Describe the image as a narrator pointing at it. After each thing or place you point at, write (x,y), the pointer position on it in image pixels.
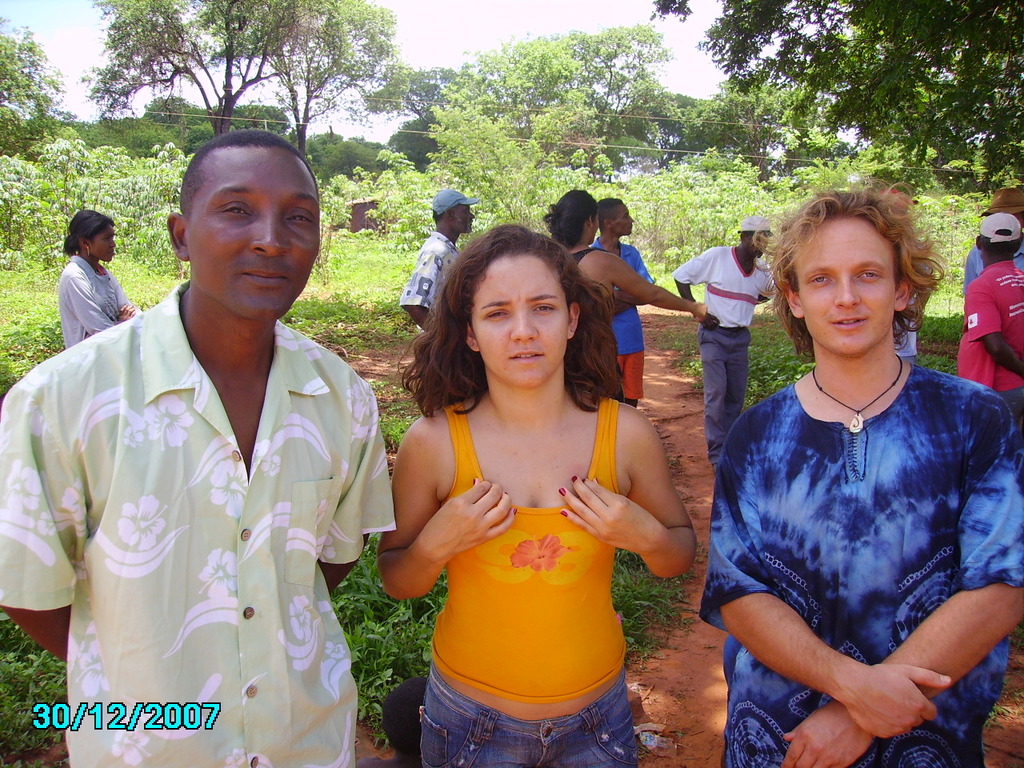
In front of the picture, we see three people (601,535) are standing. Behind them, we see people (983,359) are standing. At the bottom of the picture (720,716), we see the soil (677,686) and the plants (414,617). There are trees (483,119) in the background (510,117). At the top (520,16), we see the sky (348,132) and it is a sunny day.
